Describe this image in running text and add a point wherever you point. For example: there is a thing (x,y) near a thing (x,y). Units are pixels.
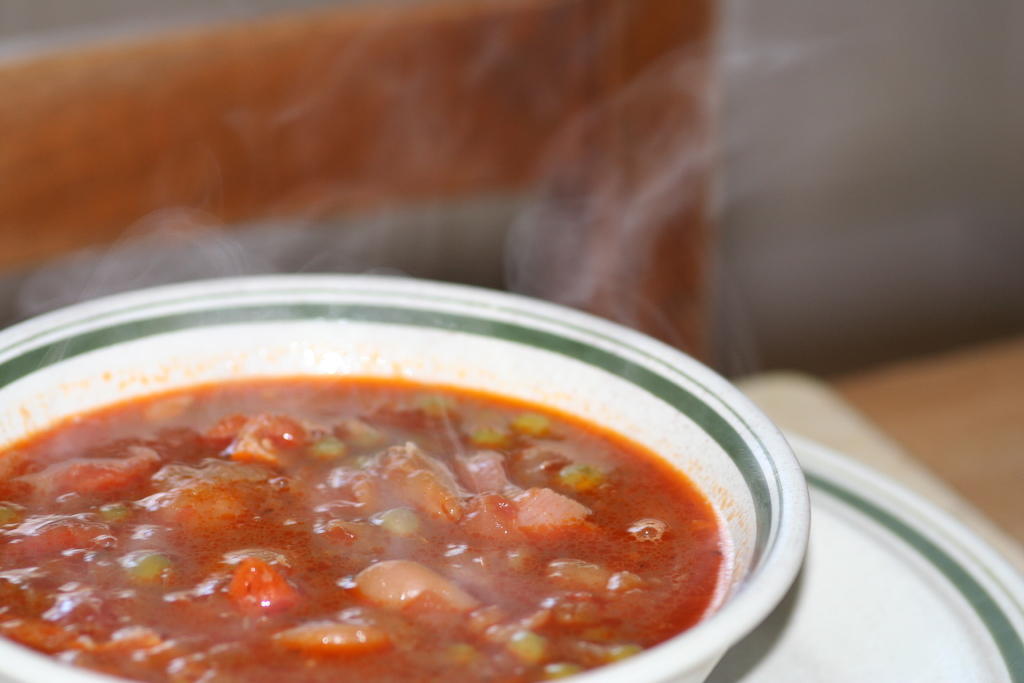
In this image we can see food item (416,523) in a bowl (266,340) on a plate (834,486) on the platform (1011,397). In the background (512,154) we can see smoke (575,132), chair (629,95) and wall (807,163).
